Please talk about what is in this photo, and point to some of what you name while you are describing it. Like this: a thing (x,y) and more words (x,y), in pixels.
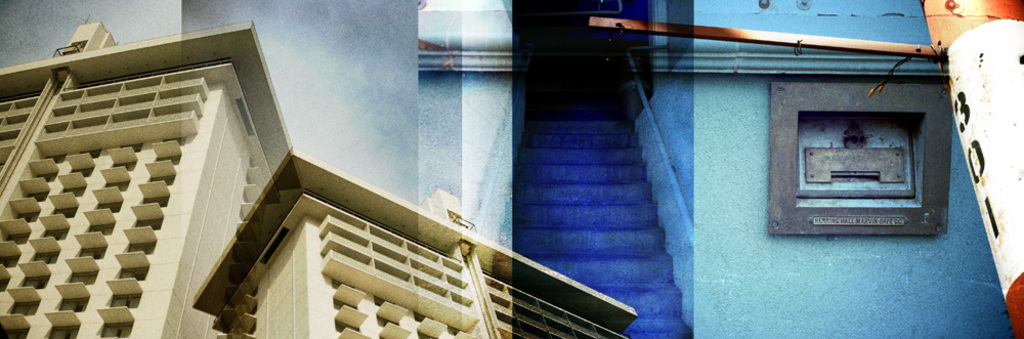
It is an edited image. In the center of the image (607,188) there are stairs (584,232). On the left side of the image (208,177) there are buildings (259,175). On the right side of the image (1015,210) there is a pole (1023,326) and we can see some object (831,214) attached to the wall (819,278).
